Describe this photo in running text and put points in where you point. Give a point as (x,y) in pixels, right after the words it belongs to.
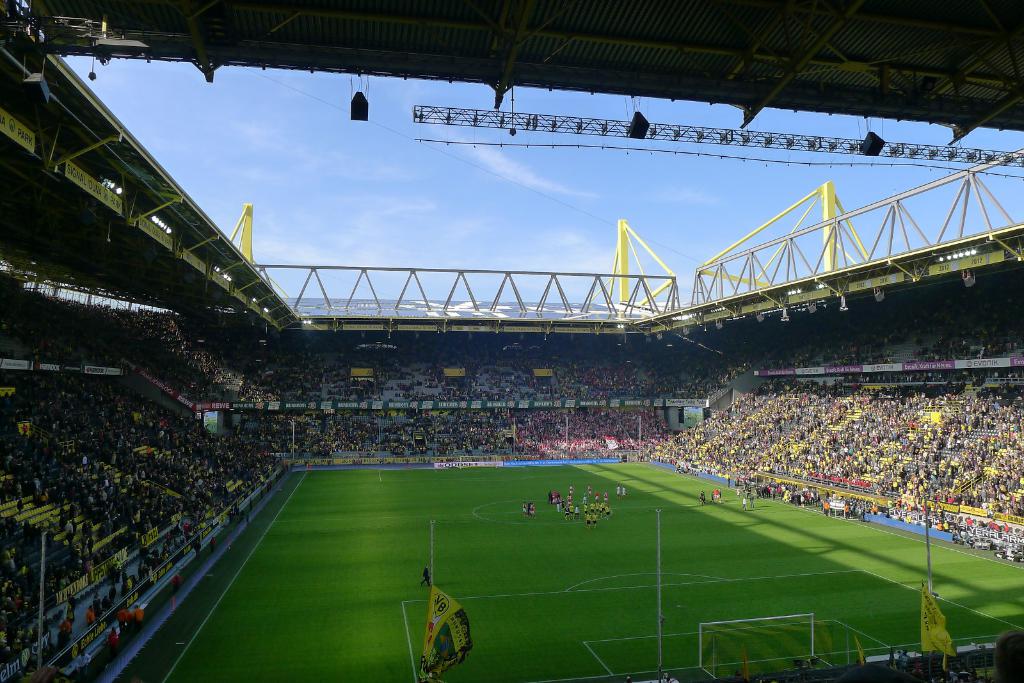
In the image there is a stadium (307,369). Inside the stadium (307,369) there are many people (527,389). And on the ground (532,536) there are players (597,507). At the top of the image (510,34) there is a ceiling (124,192). And also there is sky (634,163).
